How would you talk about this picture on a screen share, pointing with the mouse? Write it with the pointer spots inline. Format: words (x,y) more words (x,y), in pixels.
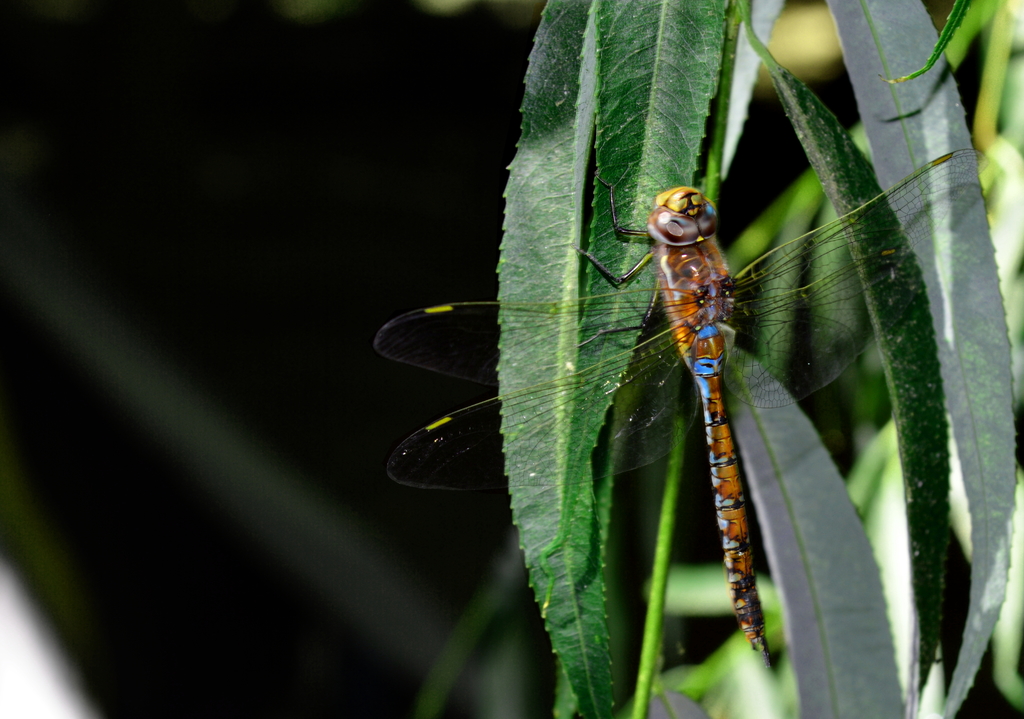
In this image I can see a dragonfly (714,394) on a leaf (646,140). It is a plant (639,92) and the background (180,70) is blurred.
